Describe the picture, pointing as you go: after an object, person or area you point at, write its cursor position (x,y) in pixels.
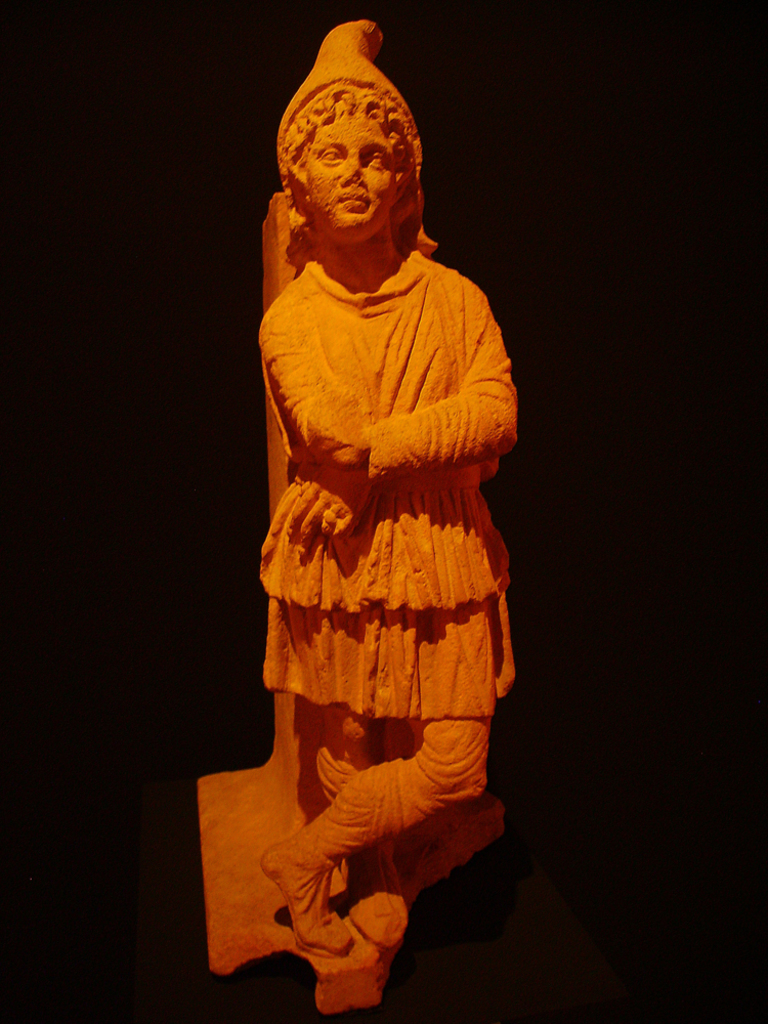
In the image we can see there is a statue (359,464) of a person (359,464) folding hands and standing.
